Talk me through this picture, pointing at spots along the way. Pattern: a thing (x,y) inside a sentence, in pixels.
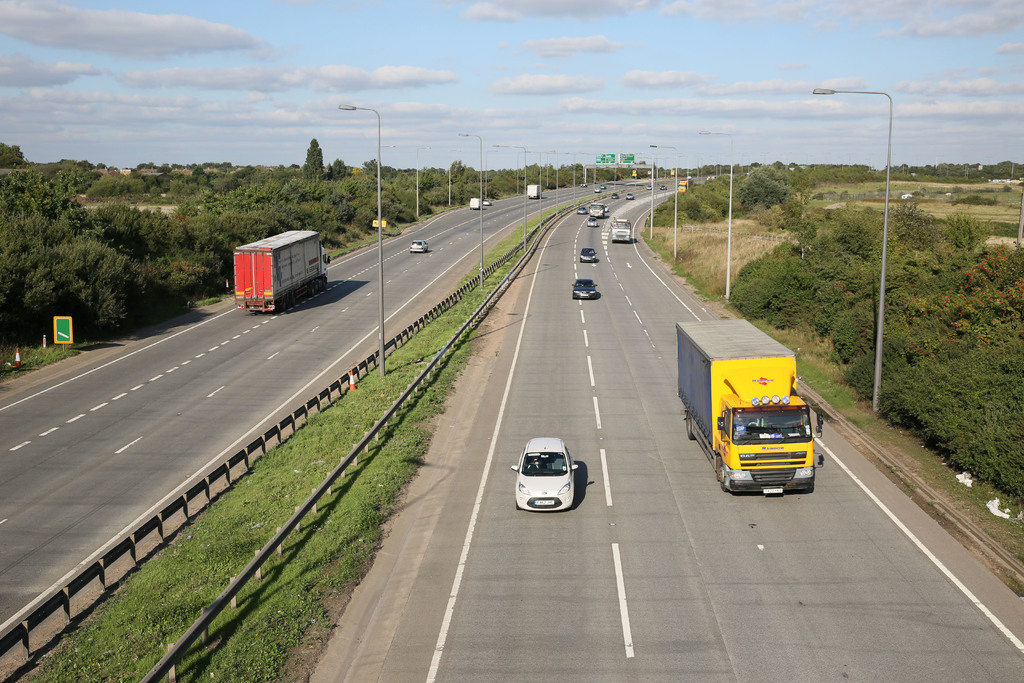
In this picture we can see road (584,188) and on road (616,472) some vehicles (571,492) such as truck (786,449), cars (535,461) and in between these two roads (571,313) we have fence (428,321) with grass (158,614) and besides to this roads (309,346) we have trees (842,231), poles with light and above this we have sky (323,70) with clouds (257,102) and on left side of the road (72,366) we can see some sign boards (61,333).
